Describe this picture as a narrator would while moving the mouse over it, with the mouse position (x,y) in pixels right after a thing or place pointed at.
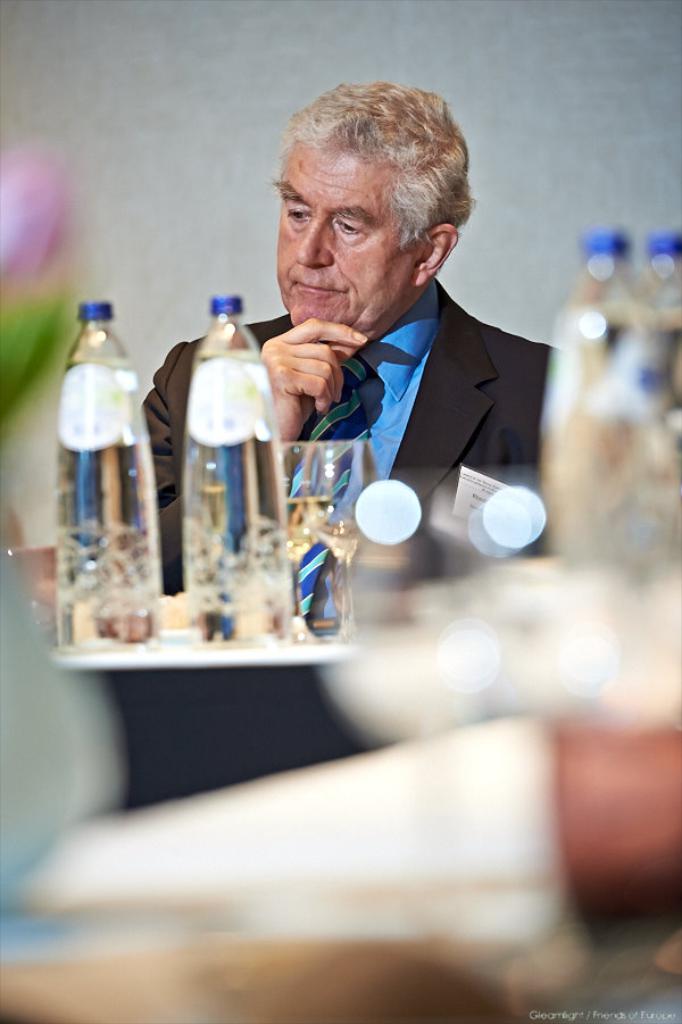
In this image there is a man (445,360) sitting in front of table (113,659). On the table (217,657) there are water bottles (217,469) and two glasses (323,490).
